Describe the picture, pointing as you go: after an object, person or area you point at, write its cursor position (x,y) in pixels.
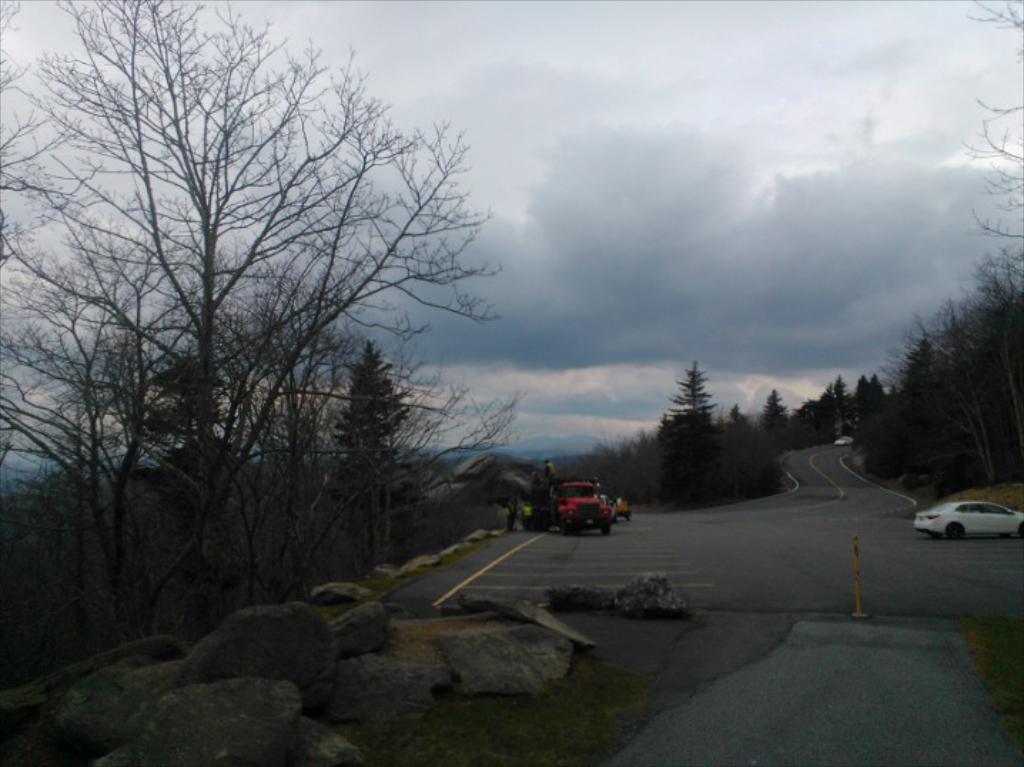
In this image there is a road (800,559) on that road (971,550) there are cars (597,520), stones (441,636), in the background (913,385) there are trees (414,524) and the sky (555,245).
